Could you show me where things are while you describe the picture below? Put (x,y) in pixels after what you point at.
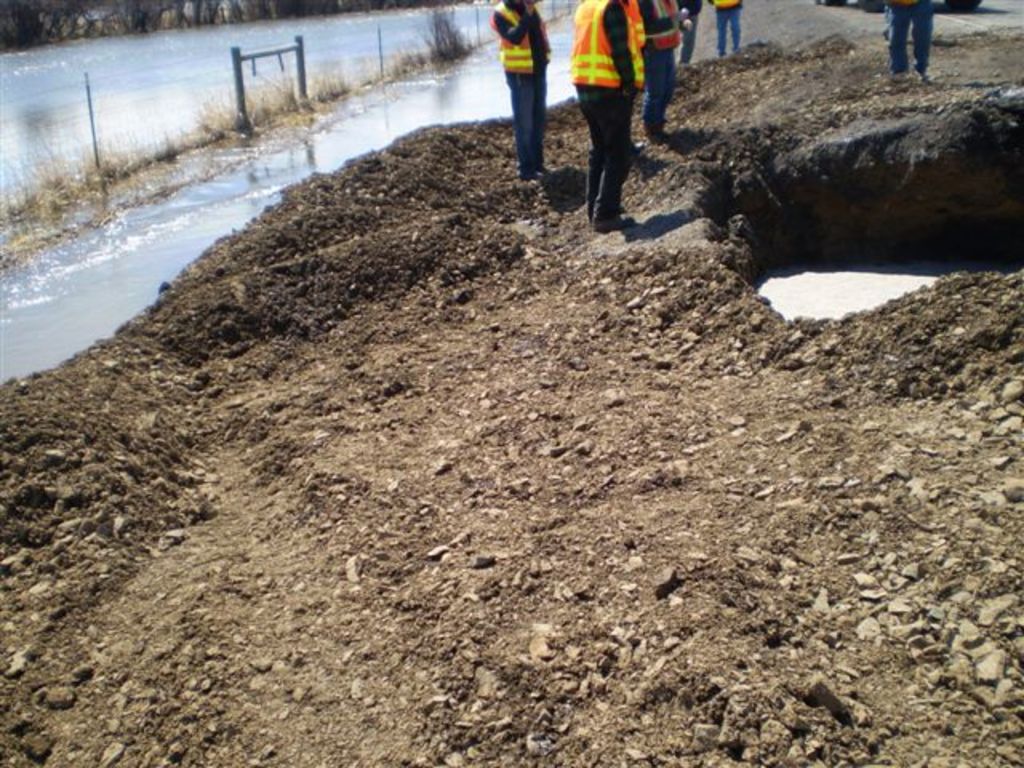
In this image there are people (632,39), grass (427,70), water (185,90), rocks (561,175), safety vests (601,46) and objects (962,7). People (617,42) wearing safety vests (591,59).
